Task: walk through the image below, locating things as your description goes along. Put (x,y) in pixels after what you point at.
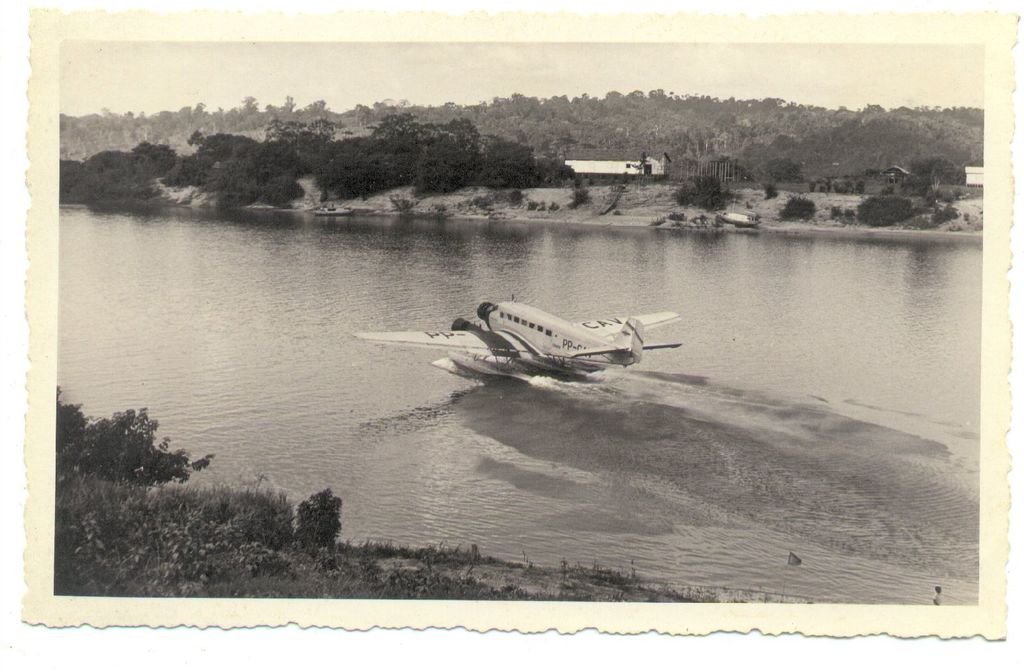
In this picture we can see seaplane (584,354) in the river (378,308), besides, there are some trees (430,141) and houses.
